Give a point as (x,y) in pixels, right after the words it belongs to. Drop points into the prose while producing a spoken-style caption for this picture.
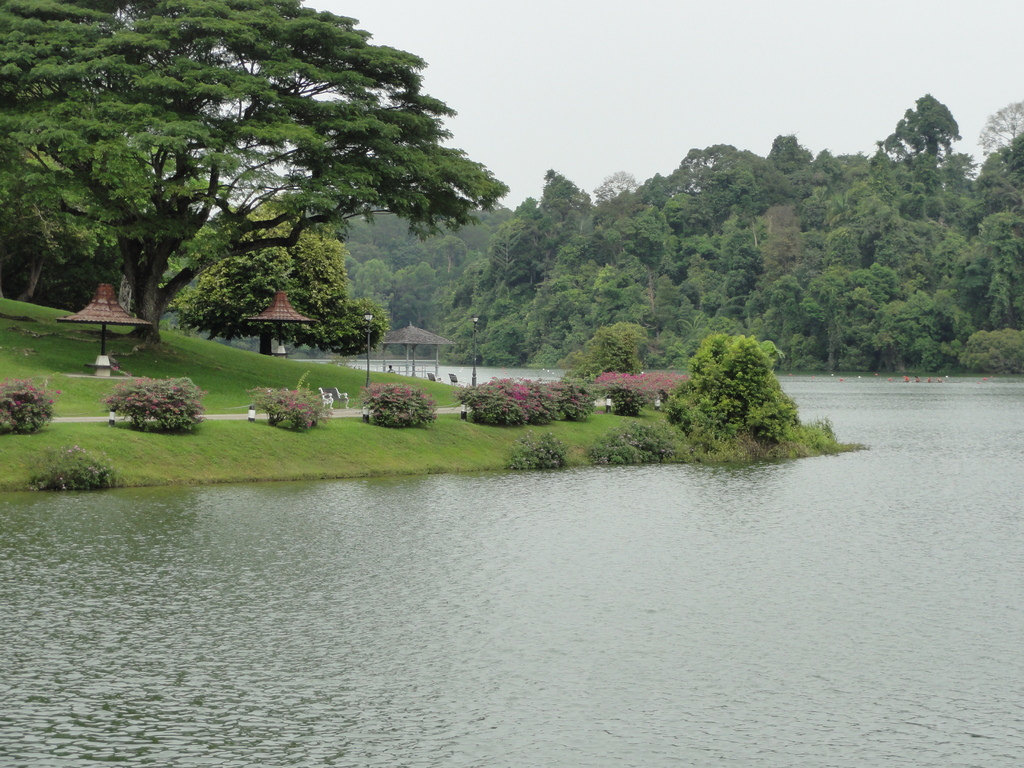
In this image I can see the water (520,685), some grass (217,453), few plants (179,420), the road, few benches (323,398) and few trees (233,213). In the background (217,210) I can see the sky (604,81).
